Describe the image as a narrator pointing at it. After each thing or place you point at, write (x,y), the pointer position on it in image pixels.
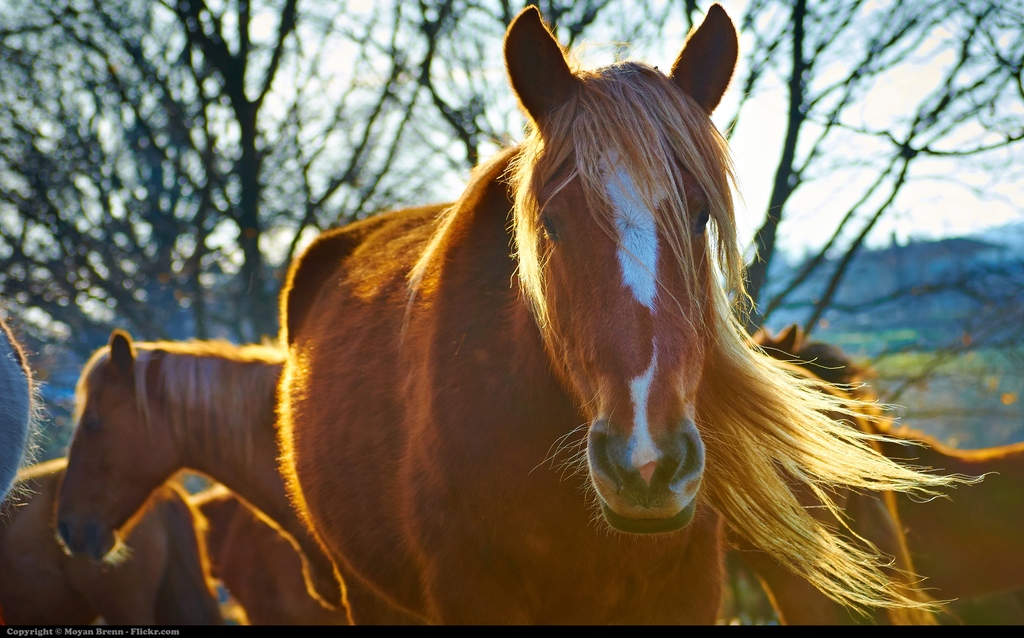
This image consist of horses (589,433) which are in the center (388,300). In the background (241,133) there are trees (252,152).
